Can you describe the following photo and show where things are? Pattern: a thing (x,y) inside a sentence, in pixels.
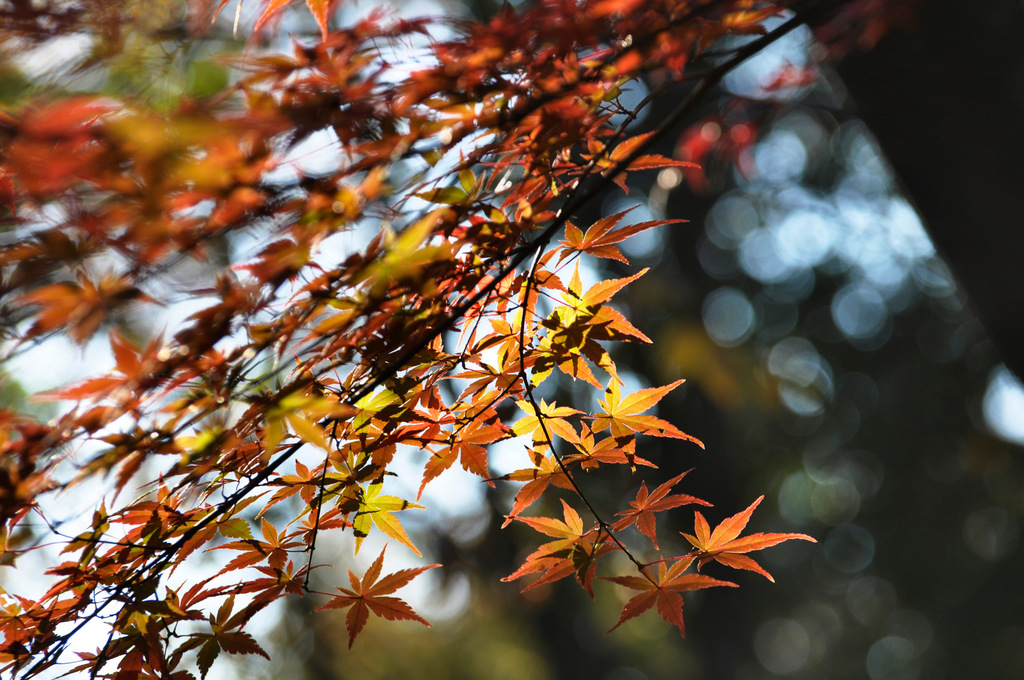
In this image we can see the branch (499,276) of a tree (501,316) with some leaves (218,425).
